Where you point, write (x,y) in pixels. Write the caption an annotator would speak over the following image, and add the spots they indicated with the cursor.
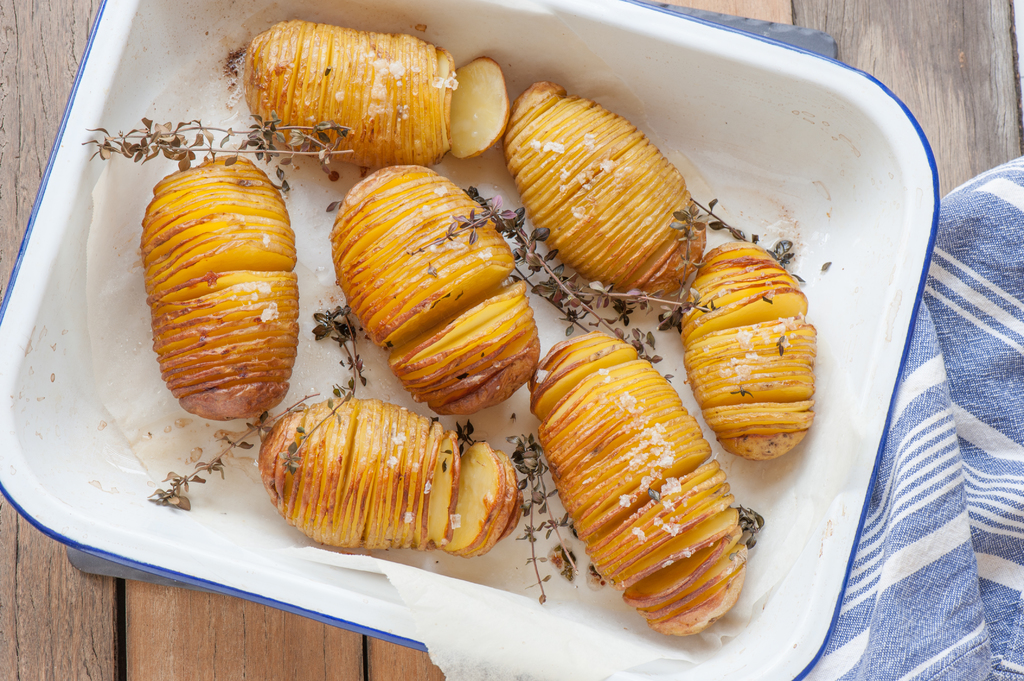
In this image we can see potato slices (440,218), and leaves (495,215) on the plate (193,581), there is a cloth (951,368), which are on the wooden surface (167,601).
